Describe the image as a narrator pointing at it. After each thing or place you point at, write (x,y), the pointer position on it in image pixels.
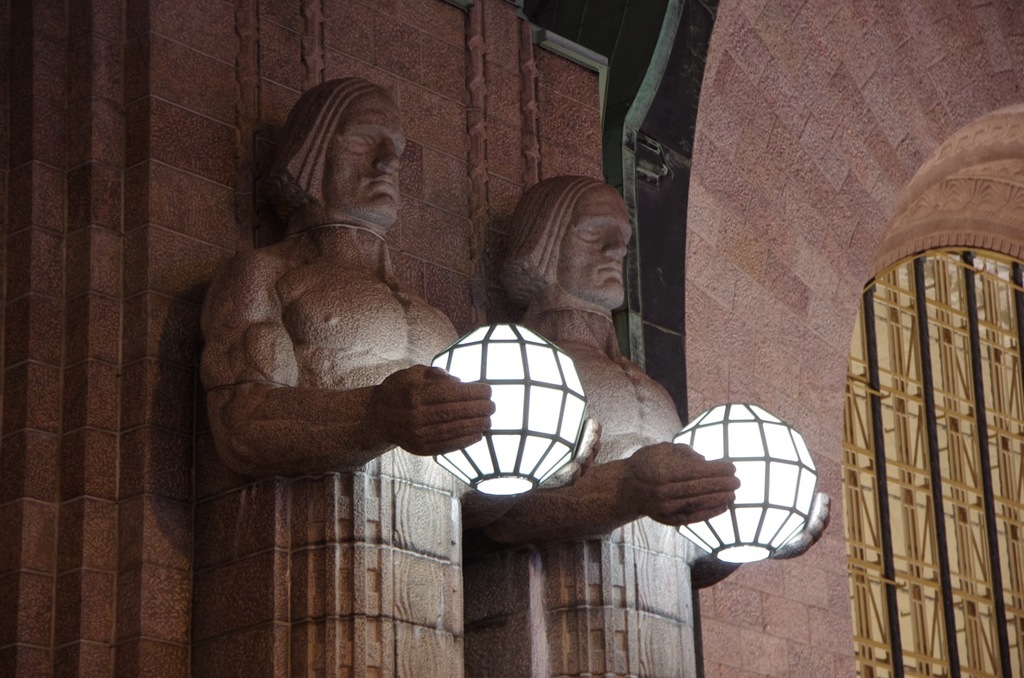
In this image there is a wall (757,93). There are sculptures (399,305) of a man (608,368) to the wall (197,335). The sculptures (583,372) are holding lamps (795,466). To the right (978,491) there is a window (893,508) to the wall (786,103).
